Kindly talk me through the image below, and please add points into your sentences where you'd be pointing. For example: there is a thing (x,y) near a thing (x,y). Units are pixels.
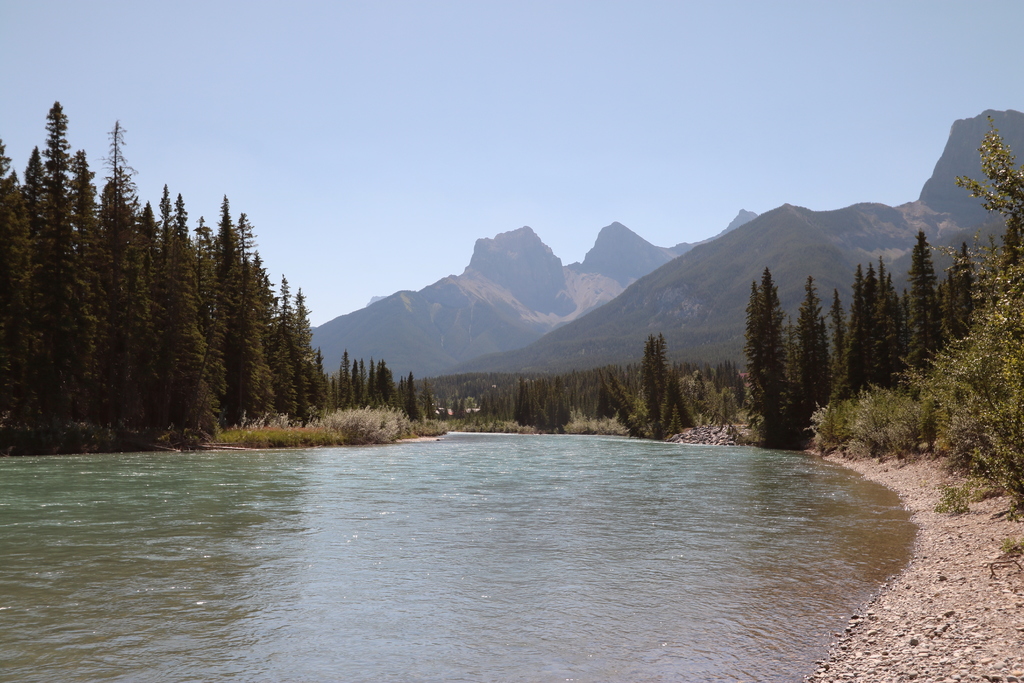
In this picture I can see water (257,663). There are trees (994,367), hills (574,268), and in the background (498,56) there is the sky (479,32).
